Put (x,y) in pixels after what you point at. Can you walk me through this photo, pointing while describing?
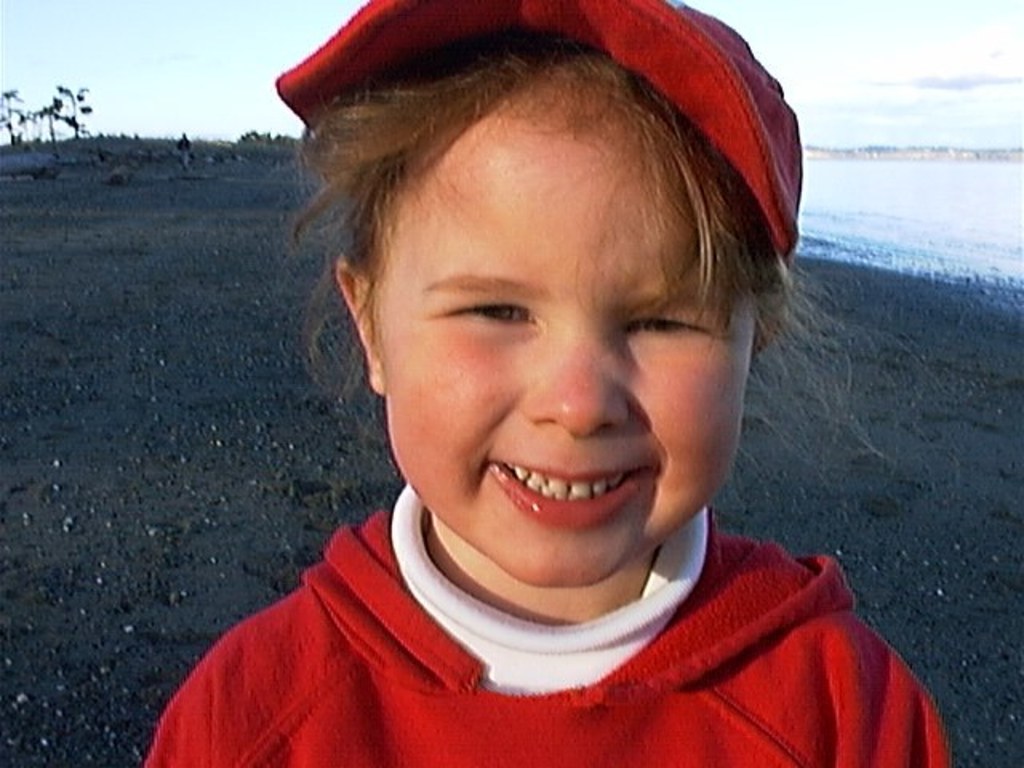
In this image in front (201,729) there is a girl (538,390) wearing a smile (572,508) on her face (588,491). In the background of the image (4,106) there are trees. There is a person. On the right side of the image (844,235) there is water (929,196). At the top of the image (844,82) there is sky (929,77).
